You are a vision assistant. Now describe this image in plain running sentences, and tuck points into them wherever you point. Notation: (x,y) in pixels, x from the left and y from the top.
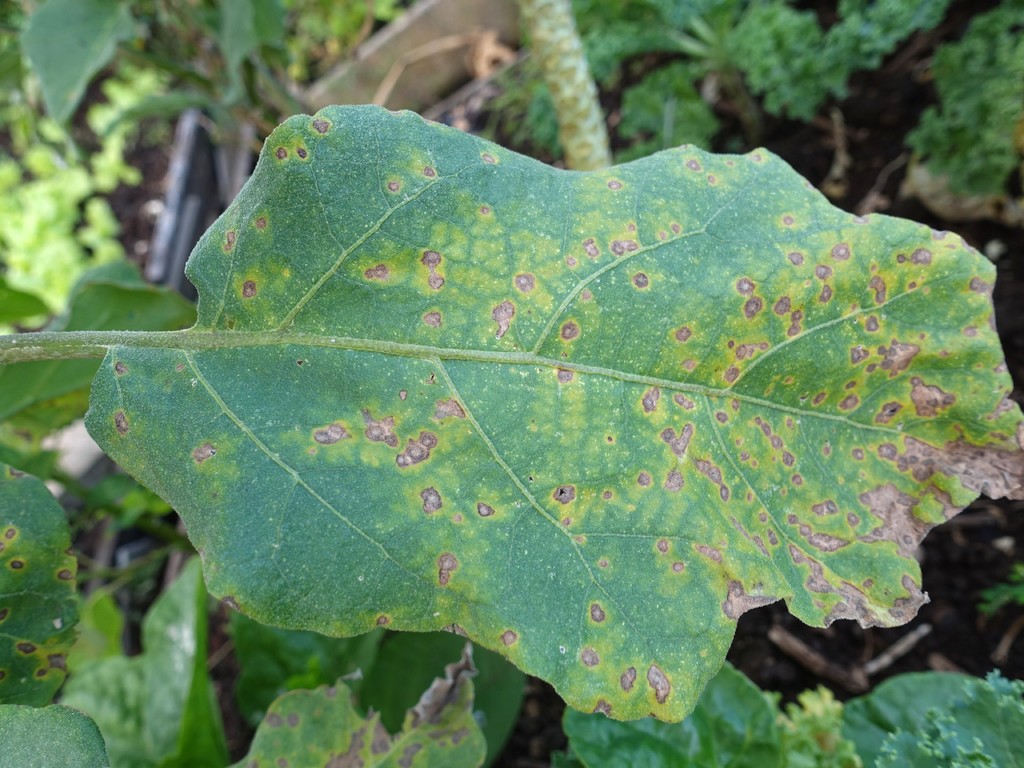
In this picture we can see plants (770,51) and some objects (434,64) on the ground (864,658).
